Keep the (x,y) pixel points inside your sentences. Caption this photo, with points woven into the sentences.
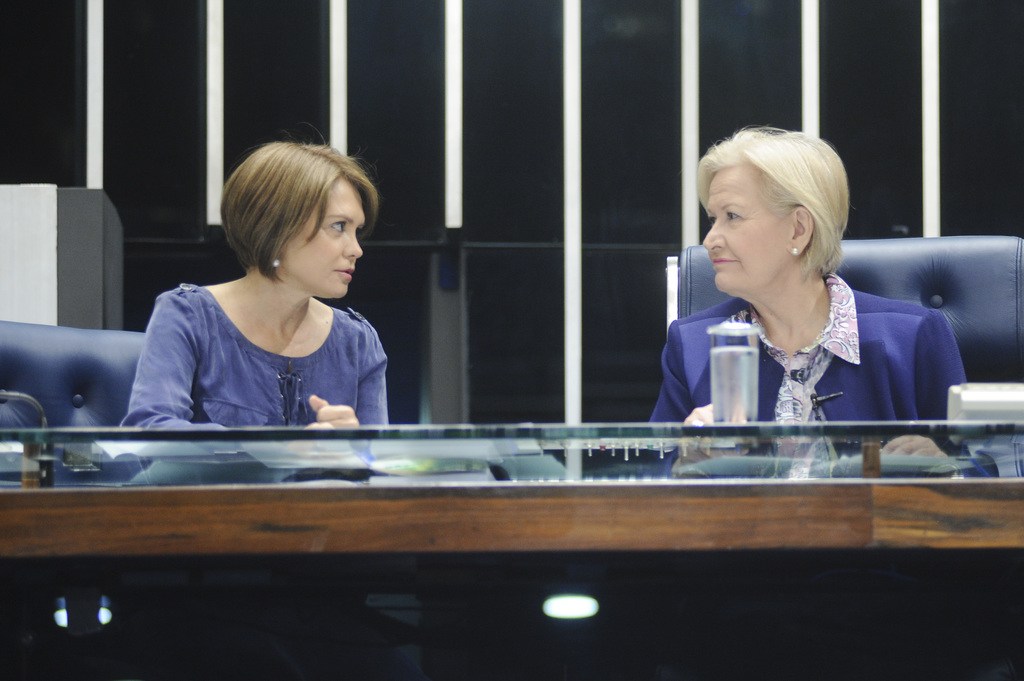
In this image on the right (730,192) there is a woman (810,336) she wear suit (869,348) and shirt (838,335) her hair (832,260) is short she is sitting on the chair (962,316). On the left (174,358) there is a woman (281,278) she wear blue dress (232,358) her hair (272,251) is short they both are staring at each other. In the middle (519,447) there is a table (511,522) on that there is a glass (723,391).
